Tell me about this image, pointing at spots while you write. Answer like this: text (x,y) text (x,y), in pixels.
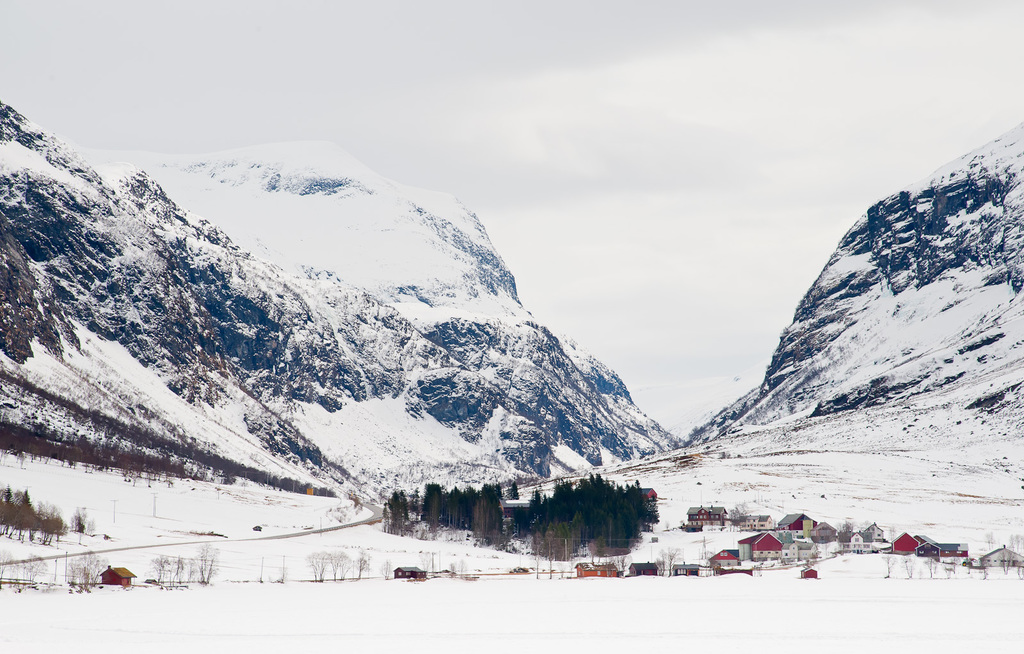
These are the snowy mountains (594,364). I can see the houses (808,519) and the trees (522,510).
